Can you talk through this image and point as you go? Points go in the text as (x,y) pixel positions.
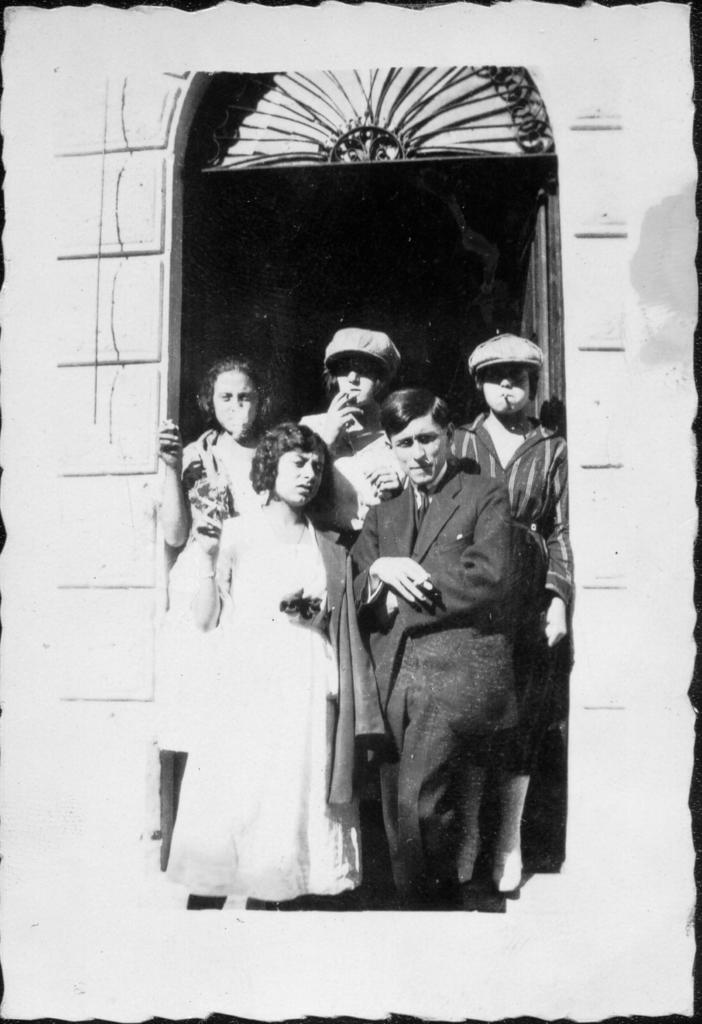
In the image we can see there are people (314,571) standing in the building (91,689) near the door (213,185) and the image is in black and white colour.
